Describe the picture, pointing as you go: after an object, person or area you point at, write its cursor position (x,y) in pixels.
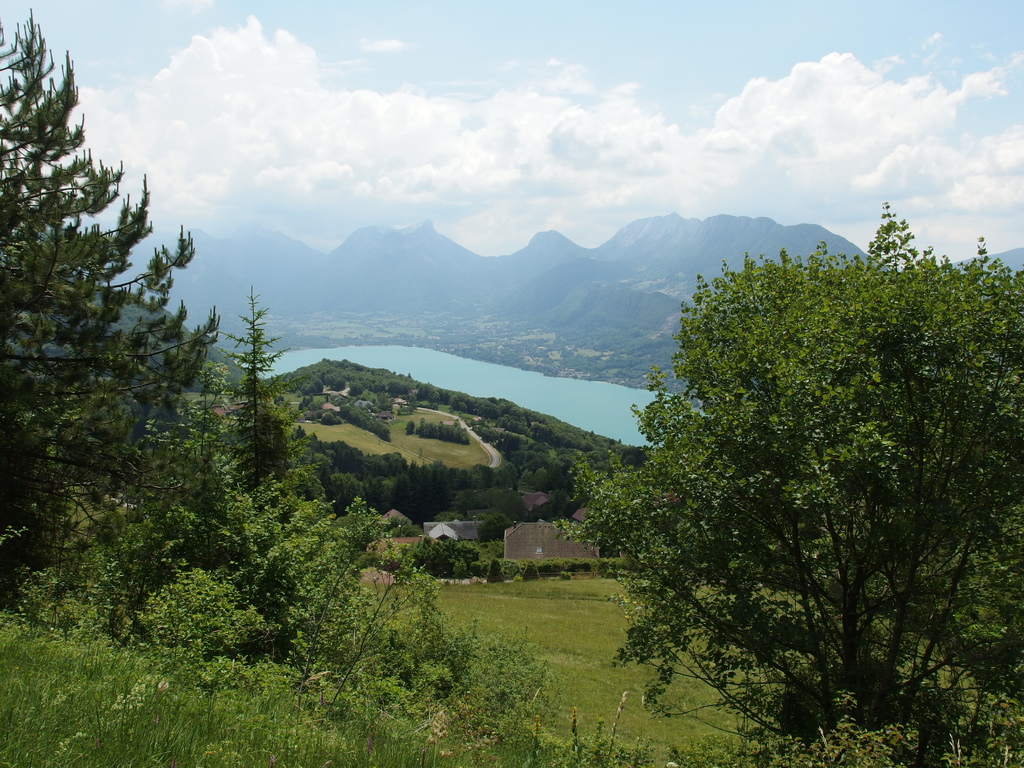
On either side of the picture, we see the trees (833,474). In the middle of the picture (467,463), we see the trees (474,468), grass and a water body (492,388). This water body (403,358) might be the lake (564,405). There are trees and hills (637,276) in the background (556,242). At the top (617,58), we see the sky (602,67) and the clouds (471,116).
